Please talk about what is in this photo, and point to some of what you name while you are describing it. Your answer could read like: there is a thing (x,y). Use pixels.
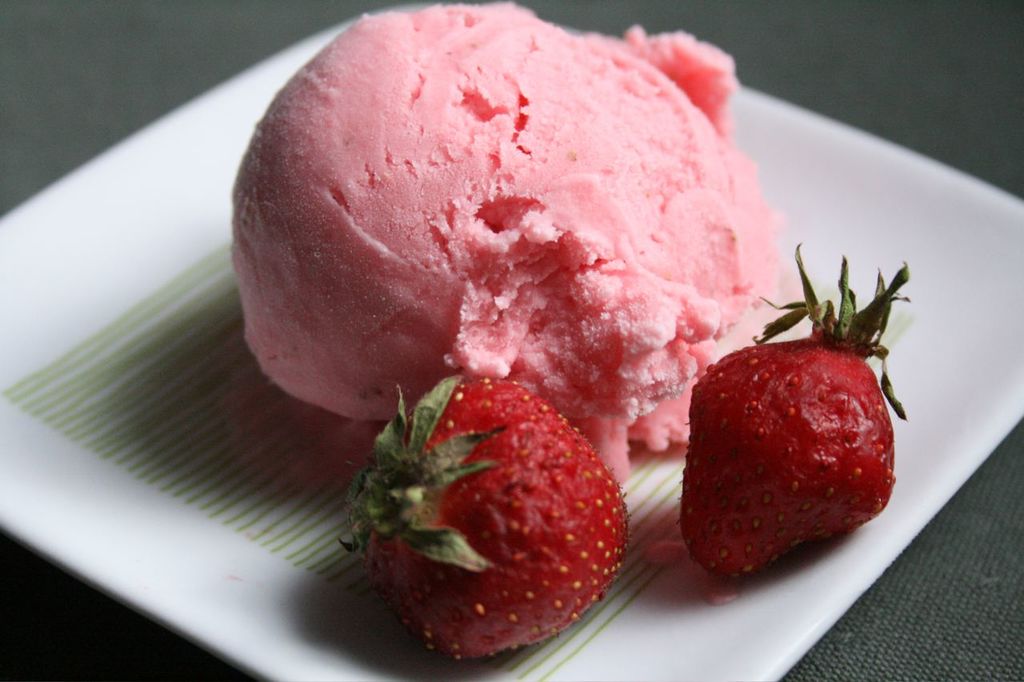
In this image I can see two fruits (571,548) and an ice cream (603,301) in a plate (665,476) may be kept on a table (242,19). This image is taken may be in a room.
